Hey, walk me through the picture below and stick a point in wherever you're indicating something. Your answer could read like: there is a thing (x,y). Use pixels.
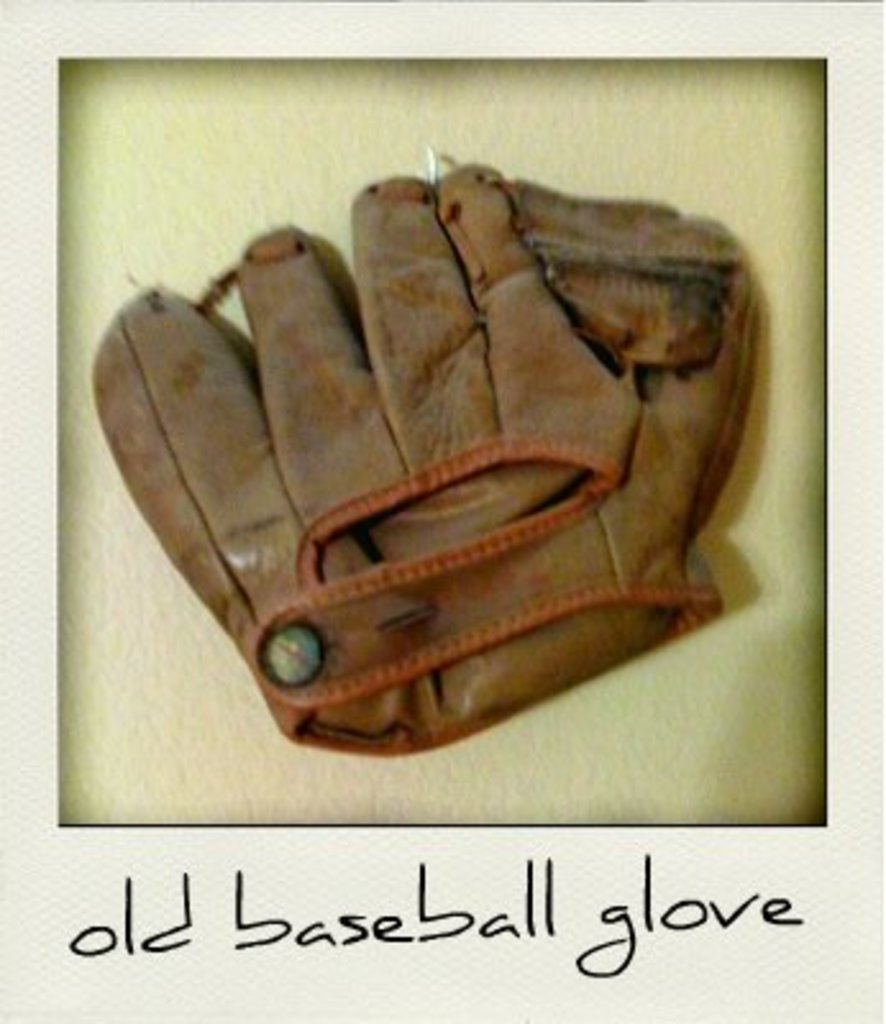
In this picture we can see the photo of an old baseball glove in brown color. The background (66,417) is in lime green color.
